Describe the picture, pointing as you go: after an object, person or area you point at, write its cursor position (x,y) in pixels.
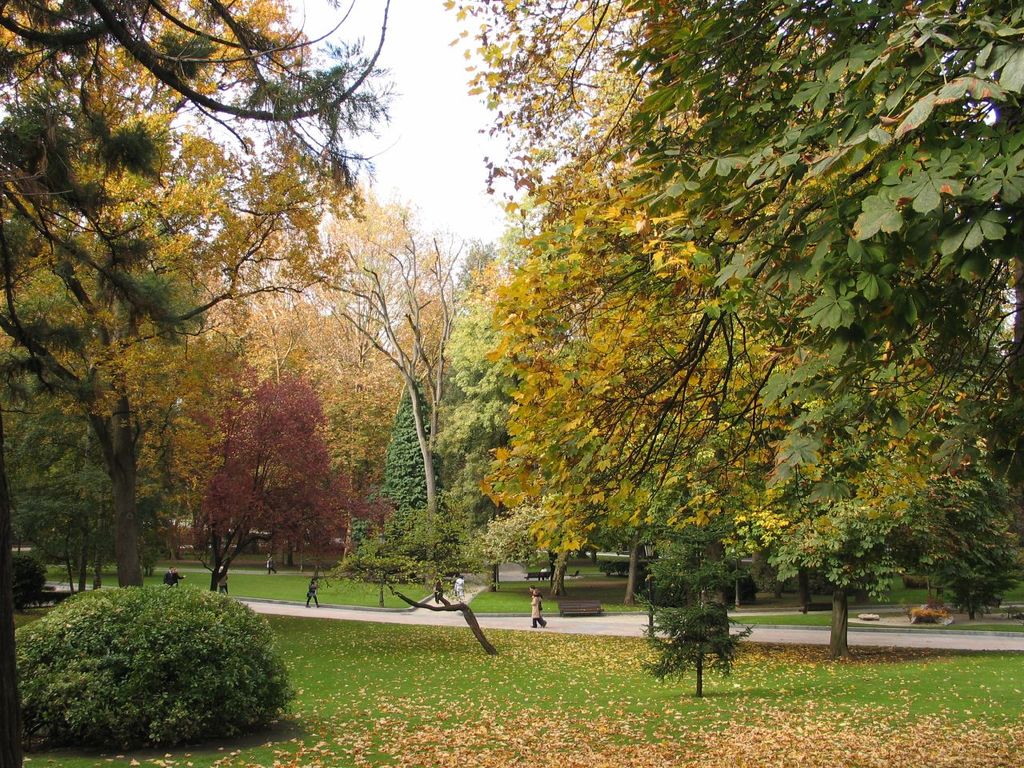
This picture is clicked outside. In the foreground (432,674) we can see the green grass (488,678), plants (712,623), trees (860,487) and the dry leaves (556,729) lying on the ground (478,672). In the center (360,464) we can see the group of people (532,616) seems to be walking on the ground (583,622) and we can see the benches (831,605), green grass (282,589), plants (671,605), trees (598,518) and some other objects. In the background (444,136) we can see the sky (470,98).
